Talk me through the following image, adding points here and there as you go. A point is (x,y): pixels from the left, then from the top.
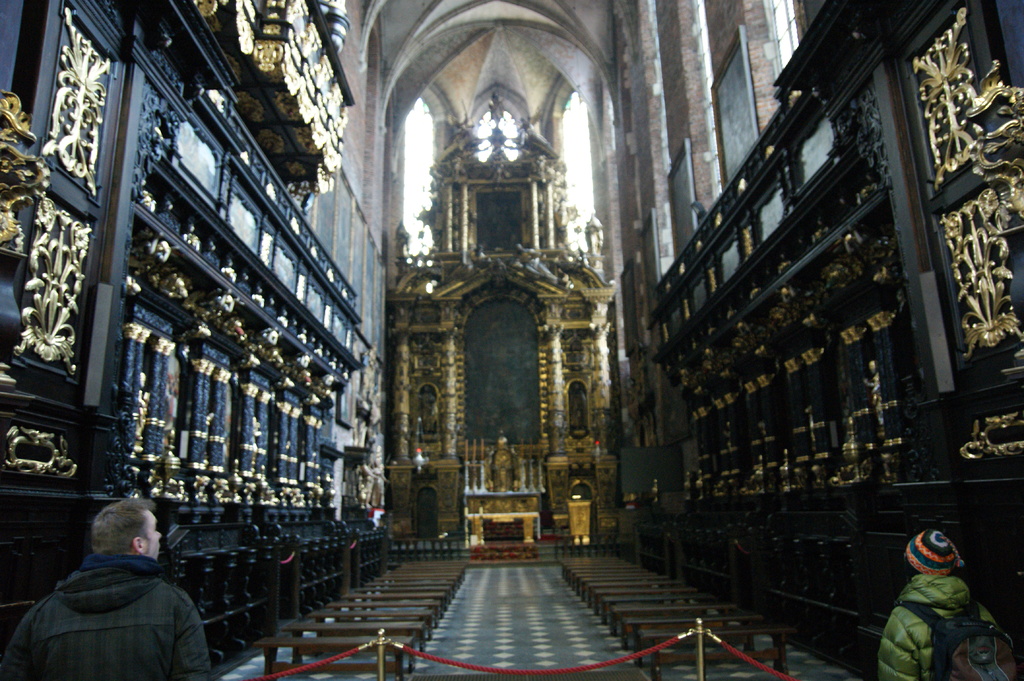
In this image I can see inner part of the building (488,445). in front (914,649) I can see two persons (905,616), the person (923,616) at right (923,623) wearing green jacket (918,631), black bag (939,645) and the person (134,642) at left (158,605) black jacket (139,628). Background (421,191) I can see sky (422,178) in white color.
